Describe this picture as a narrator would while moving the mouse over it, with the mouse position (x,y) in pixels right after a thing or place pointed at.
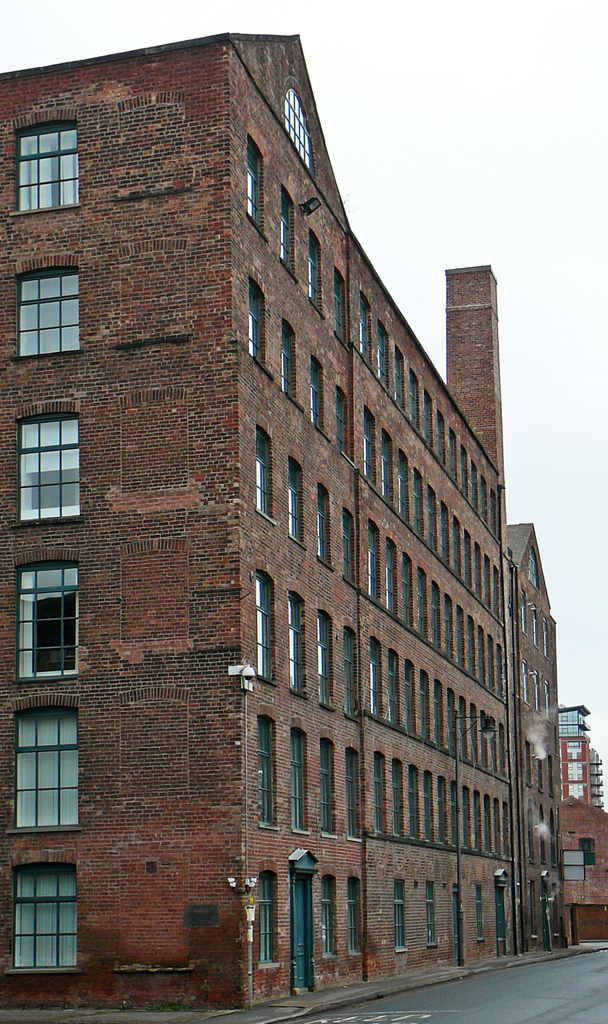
Here in this picture we can see buildings (454,725) present all over there and we can see windows (72,287) and doors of it on the building (452,663) over there and we can see light posts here and there.
